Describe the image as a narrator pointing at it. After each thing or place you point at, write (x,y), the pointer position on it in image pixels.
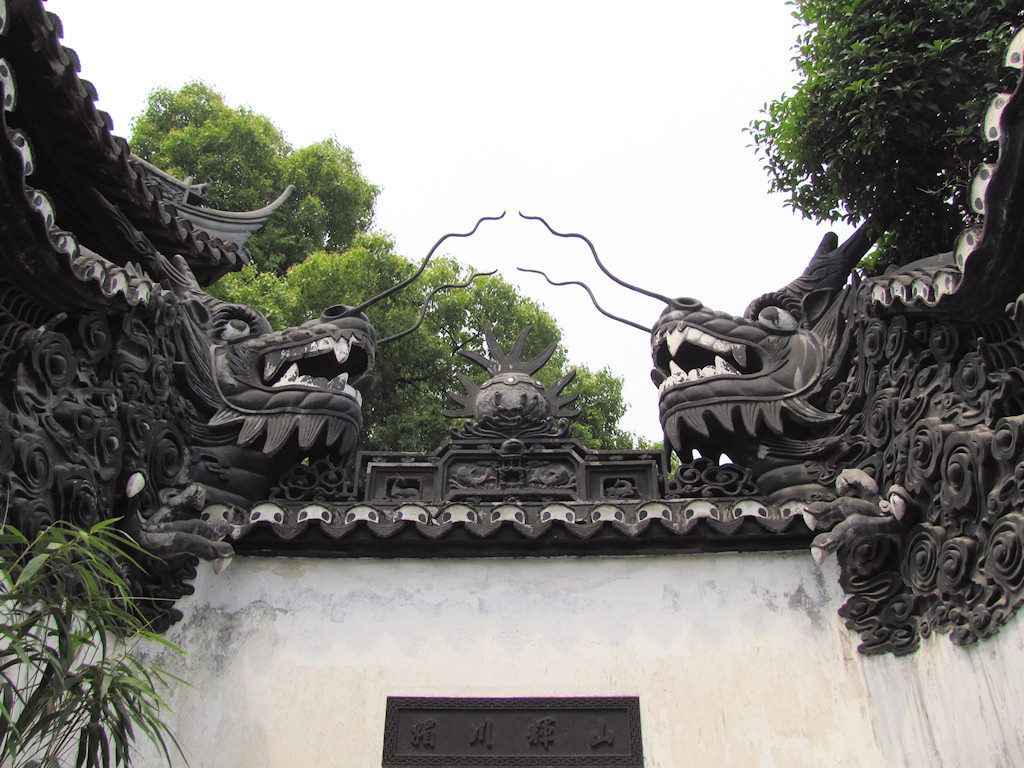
Here in this picture we can see an arch (509,430) and we can see dragons (313,427) carved on either side and we can see plants (110,618) and trees (289,304) present all over there and we can see a wall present in the bottom (550,519) over there.
